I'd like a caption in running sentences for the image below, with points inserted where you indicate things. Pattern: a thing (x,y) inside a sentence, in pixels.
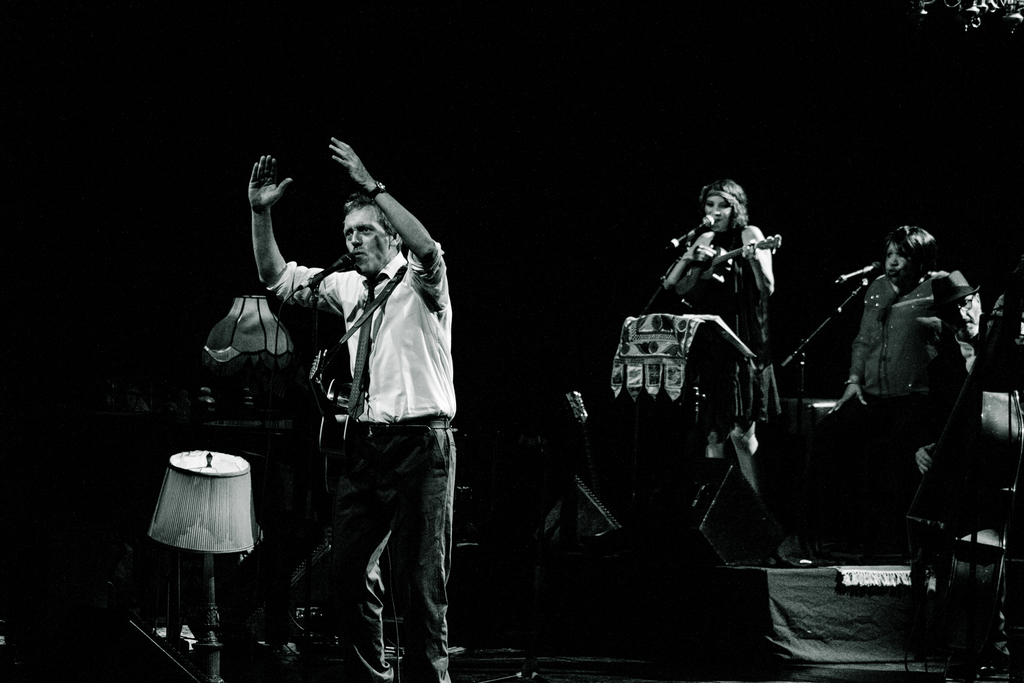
In the picture I can see three persons (772,291) standing on the floor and they are singing on a microphone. I can see a man (422,394) wearing a shirt (389,332) and tie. There are two table lamps (219,528) on the floor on the left side of the picture (209,505).
